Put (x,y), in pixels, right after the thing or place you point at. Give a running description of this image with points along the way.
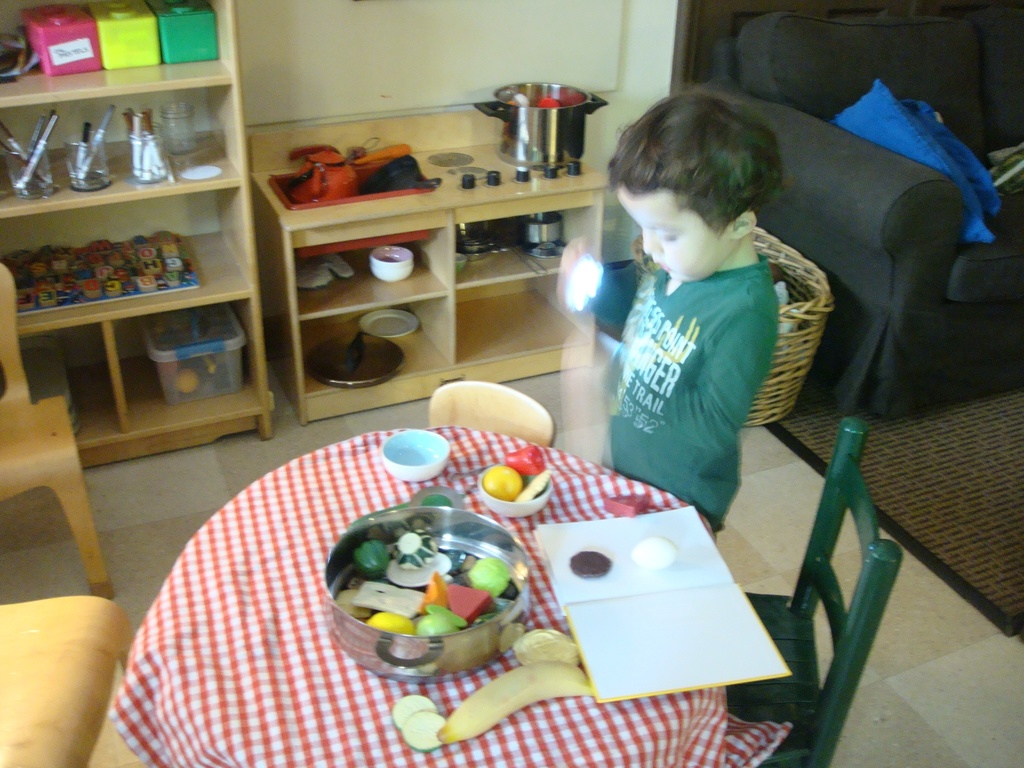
In the picture we can see a house (589,23) inside it, we can see a round table (575,715) with some chairs (836,467) and a child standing near the table (575,728) on the table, we can see a bowl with some toys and beside it, we can see a book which is opened and in the background (831,351), we can see wooden racks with some things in it and besides, we can see a sofa (863,380) which is black in color with two pillows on it which are blue in color and to the floor (931,748) we can see a floor mat (913,488).
